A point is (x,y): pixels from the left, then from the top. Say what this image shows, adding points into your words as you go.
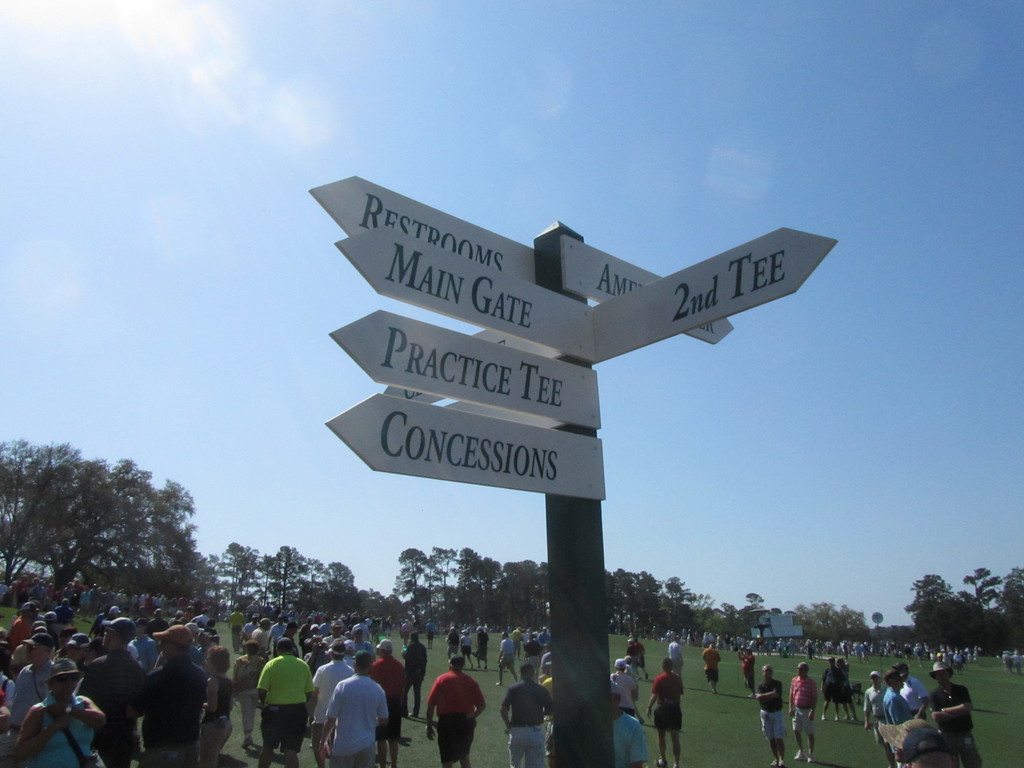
In this image I can see few boards (497,469) attached to the pole (604,590) and I can see group of people (164,624) standing, few trees (409,553) in green color and the sky (399,130) is in blue and white color.
